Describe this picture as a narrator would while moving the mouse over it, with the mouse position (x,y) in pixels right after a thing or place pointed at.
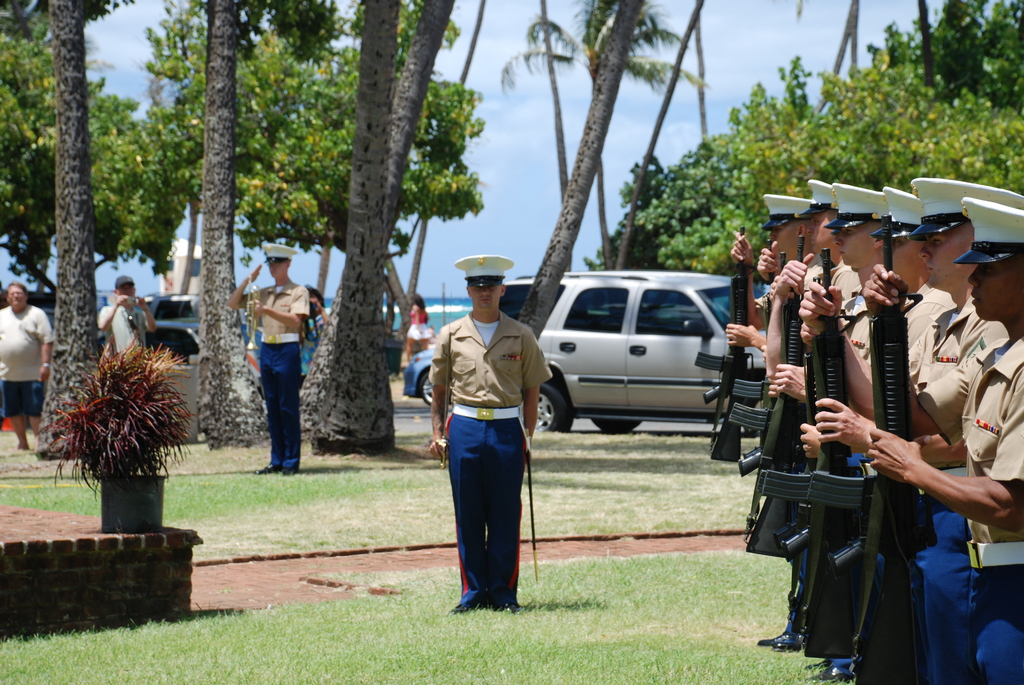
In this we can see few people (922,355) standing on the ground (721,590), some of them are holding guns (832,454), a person (281,382) is holding a musical instrument (253,315), there is a potted plant (161,457) on the wall (114,542), in the background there are few vehicles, trees (576,167) and the sky (554,137).
